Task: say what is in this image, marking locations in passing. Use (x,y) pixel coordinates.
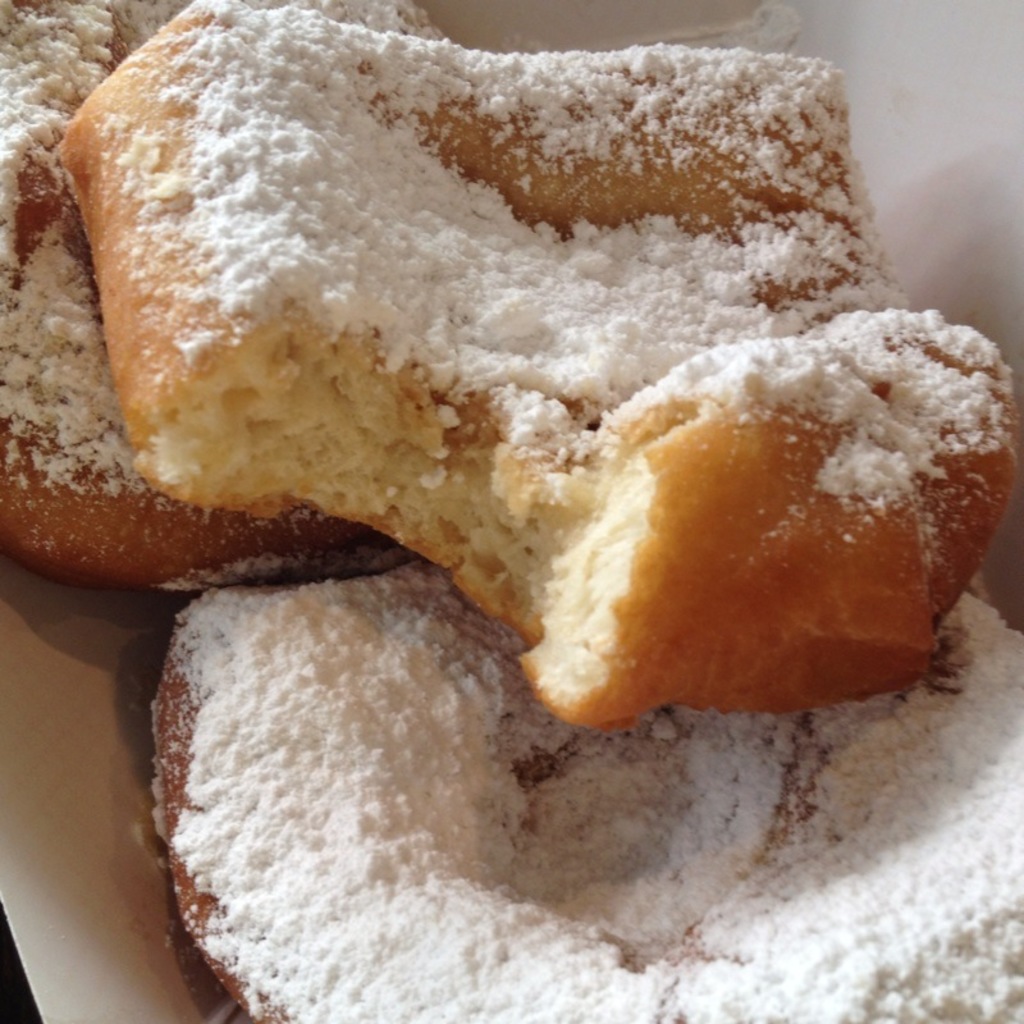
In this image there is a plate (76,722) with a food items (606,386) on it.
